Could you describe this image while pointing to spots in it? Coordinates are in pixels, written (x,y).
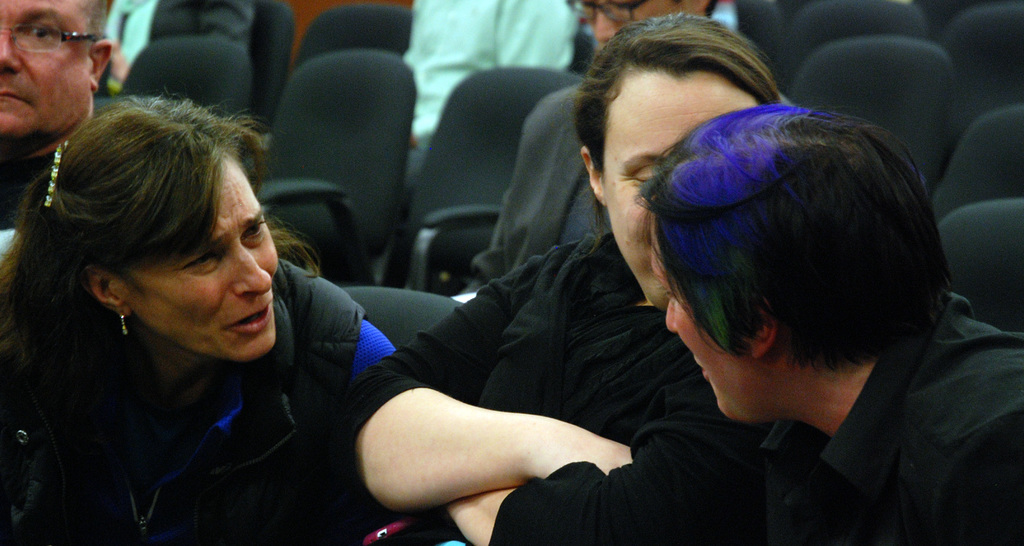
In this picture I can see few people (116,131) are seated in the chairs (437,301) and I can see few empty chairs (964,135).
